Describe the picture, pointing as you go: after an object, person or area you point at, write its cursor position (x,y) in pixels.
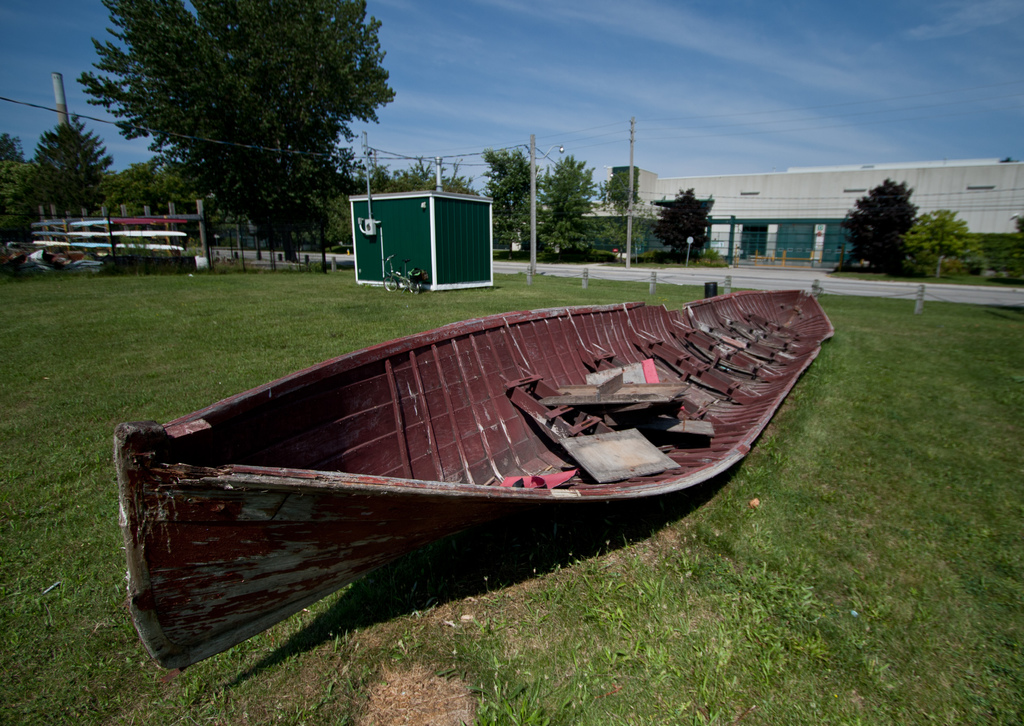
A boat (501,414) is present on the grass (982,374). There are poles (532,191), trees (513,208), fencing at the left (185,184) and buildings (803,216) at the back (768,219).
